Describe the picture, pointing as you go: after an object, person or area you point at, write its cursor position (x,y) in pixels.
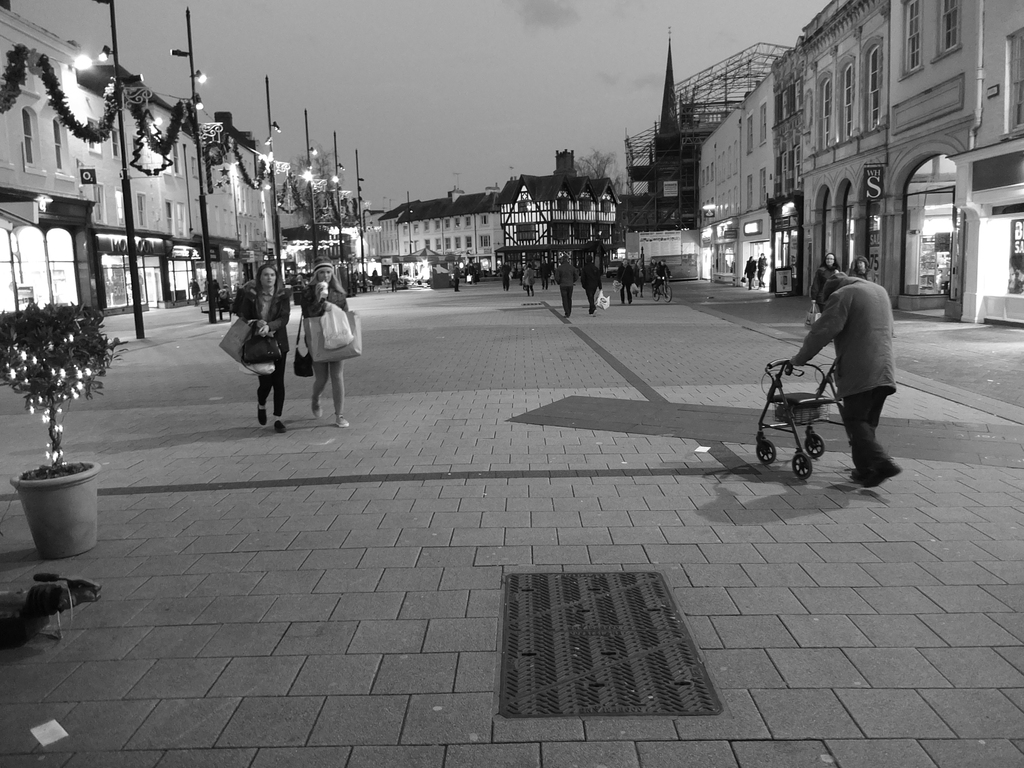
This is a black and white image. At the bottom (384,689), I can see the ground (909,604). On the right (871,361) there is a person (836,363) holding a walker (804,408) and walking. On the left side (36,390) there is a plant (50,469) along with the lights (51,374) and two women (286,328) are holding the bags (313,334) and walking. In the background (571,196) there are many buildings (476,209) and light poles (201,173) and also I can see many people (529,273) on the ground (514,317). At the top of the image (443,91) I can see the sky (388,78).
